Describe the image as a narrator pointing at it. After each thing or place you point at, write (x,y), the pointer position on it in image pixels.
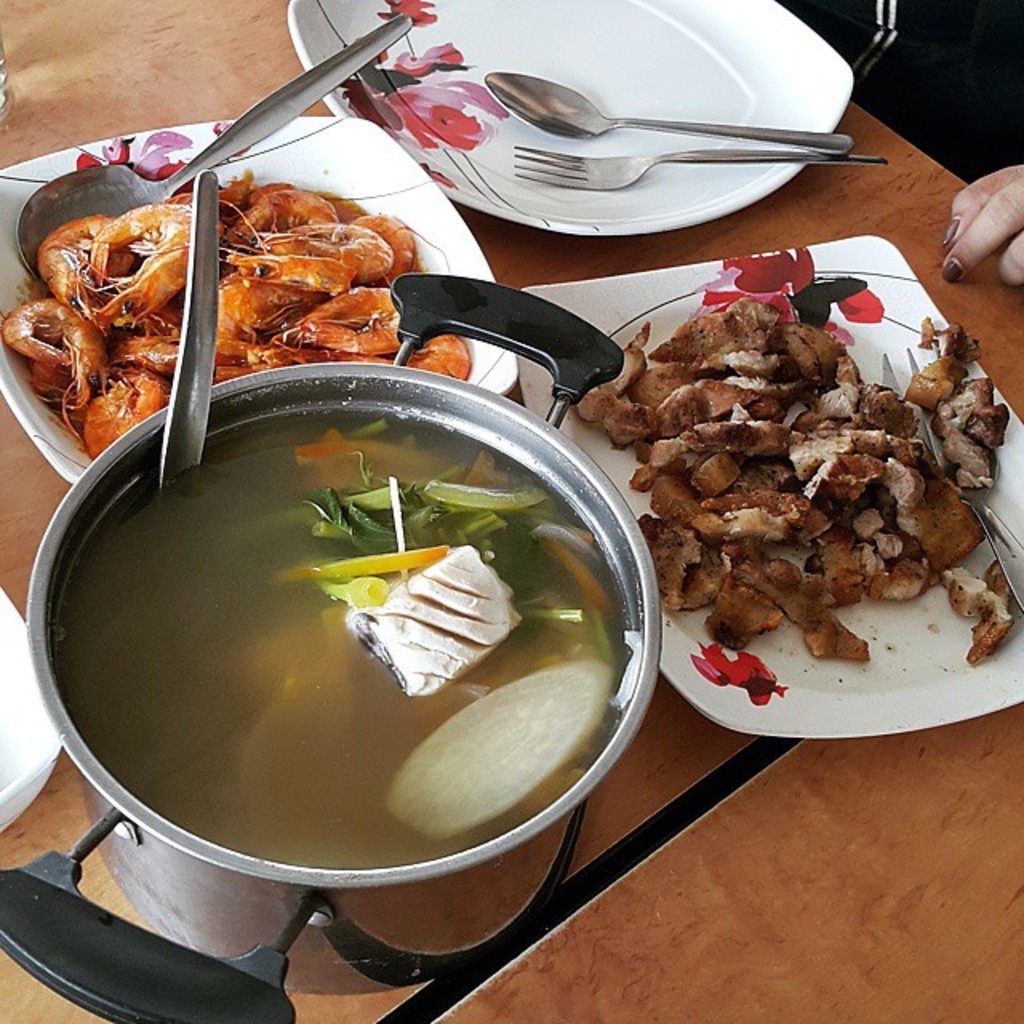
In this picture we can see food (782,466) and spoons (578,126) in the plates (553,204), beside to the plate (582,143) we can find a pot (487,410) with soup (315,598) in it on the table (662,804).
